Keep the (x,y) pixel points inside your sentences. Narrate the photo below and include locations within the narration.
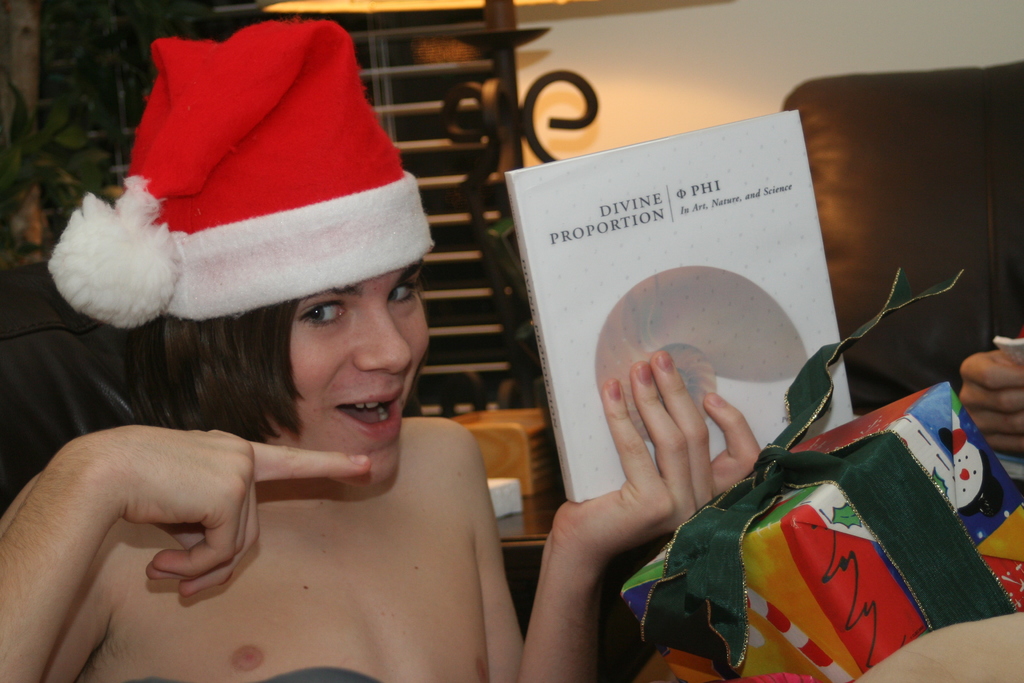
In this image there is a person (411,660) holding a book (580,192) in his hands (724,484) and wearing a hat (221,198), on the right side (865,422) there is a gift pack (944,459), in the background (875,399) there is a sofa (865,148), wall (657,41) and a pole (506,58).
